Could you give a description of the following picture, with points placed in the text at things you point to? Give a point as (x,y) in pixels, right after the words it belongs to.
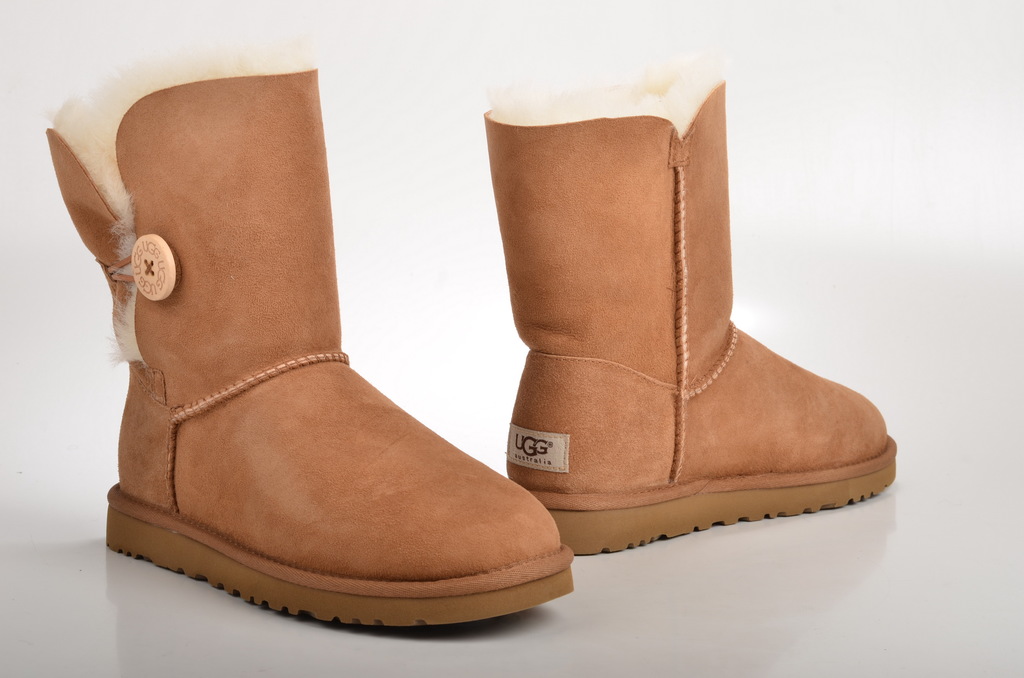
In this image, we can see shoes (427,506) on the white surface (118,591).
